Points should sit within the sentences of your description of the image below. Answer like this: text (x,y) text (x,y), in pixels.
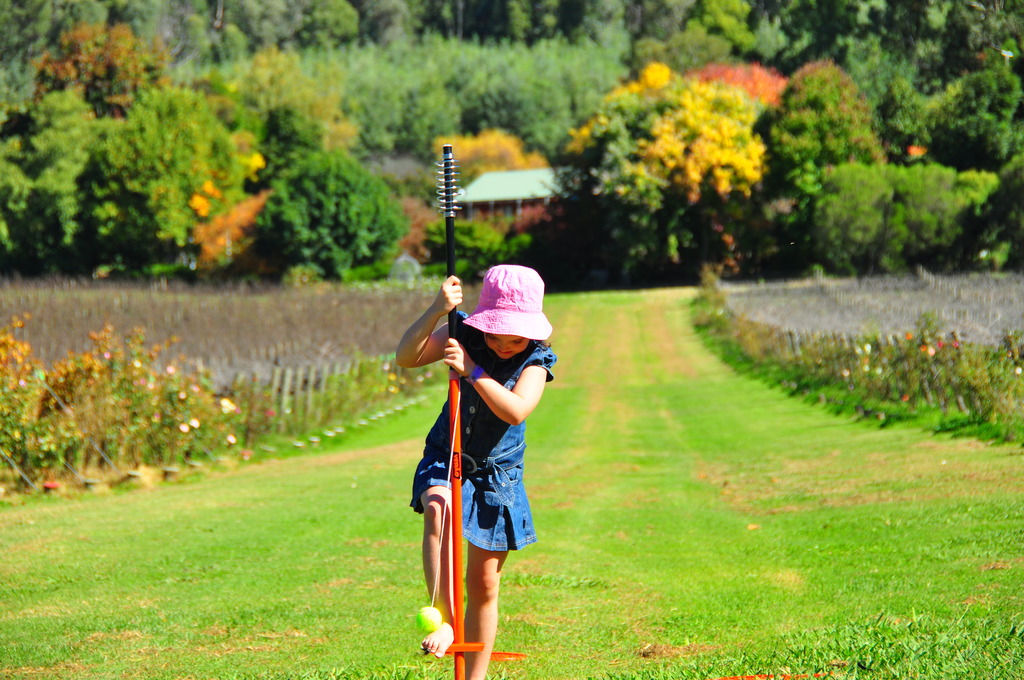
In this image I can see there is a girl (519,503) stepping on this orange color pole (455,603), she wears a blue color frock (485,509) and a pink color cap (540,334). At the background (500,181), in the middle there is the house (513,181), around this house (523,204) there are green color trees (563,177).
